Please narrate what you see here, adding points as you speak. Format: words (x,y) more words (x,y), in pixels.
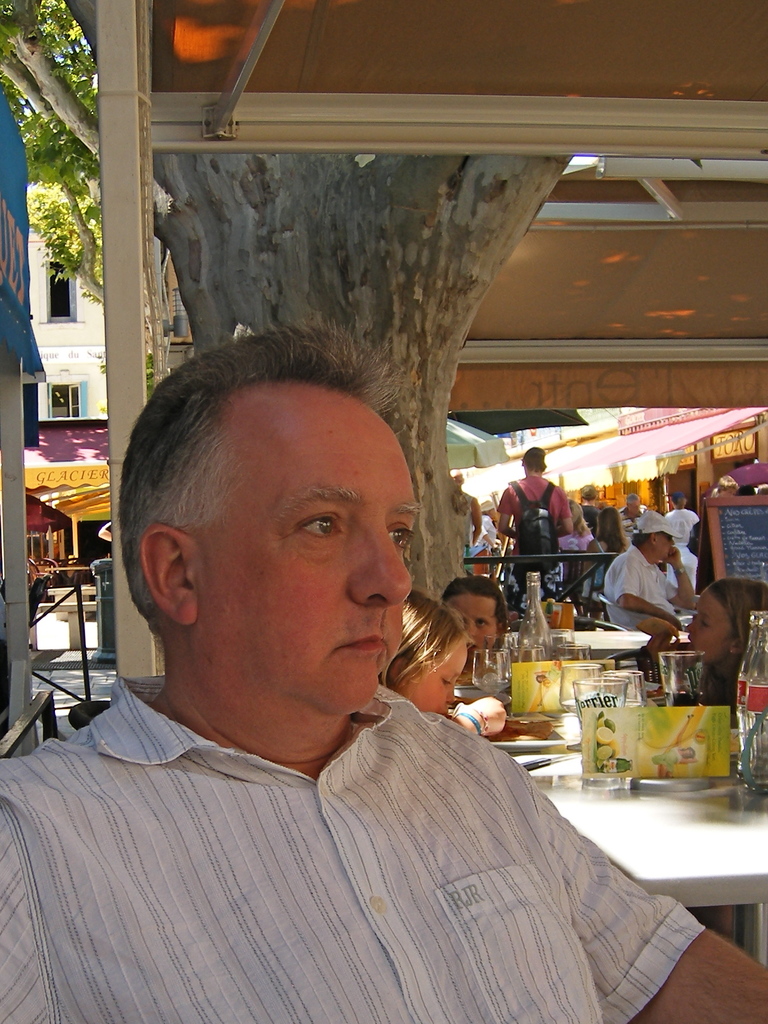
In this picture we can see a group of people (373,833), here we can see tables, glasses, bottles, name board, tents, trees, some objects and in the background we can see a building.
